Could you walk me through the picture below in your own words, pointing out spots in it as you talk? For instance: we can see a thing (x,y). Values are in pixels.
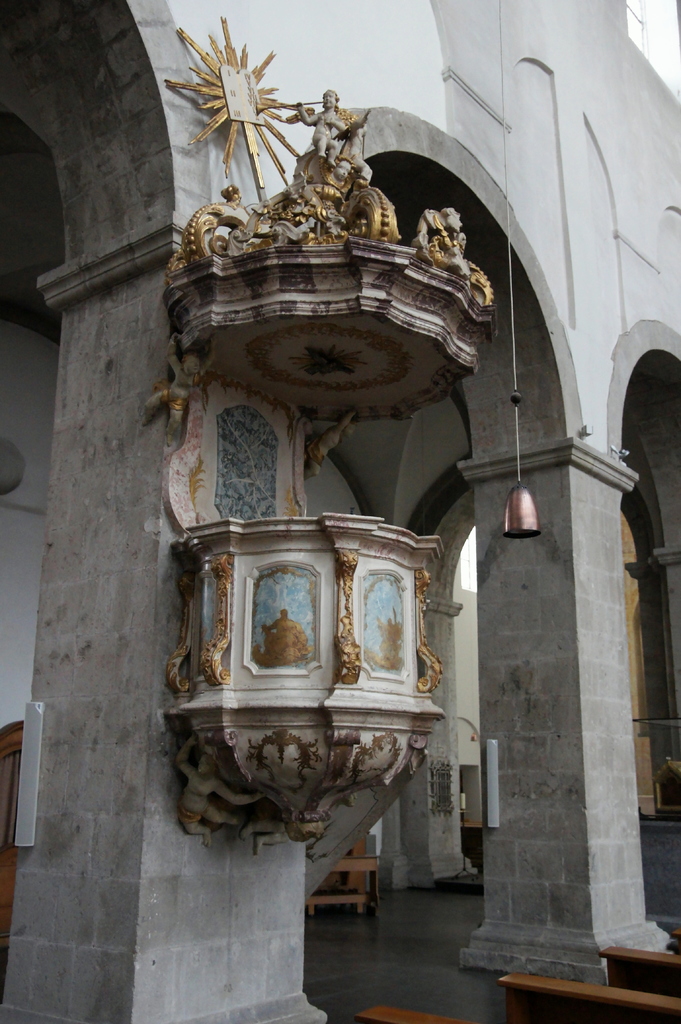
In this image I can see the building (75,419). To the building (165,320) I can see the statues (342,198) which are in gold and ash color. I can also see the benches (561,997) on the floor (430,988).
